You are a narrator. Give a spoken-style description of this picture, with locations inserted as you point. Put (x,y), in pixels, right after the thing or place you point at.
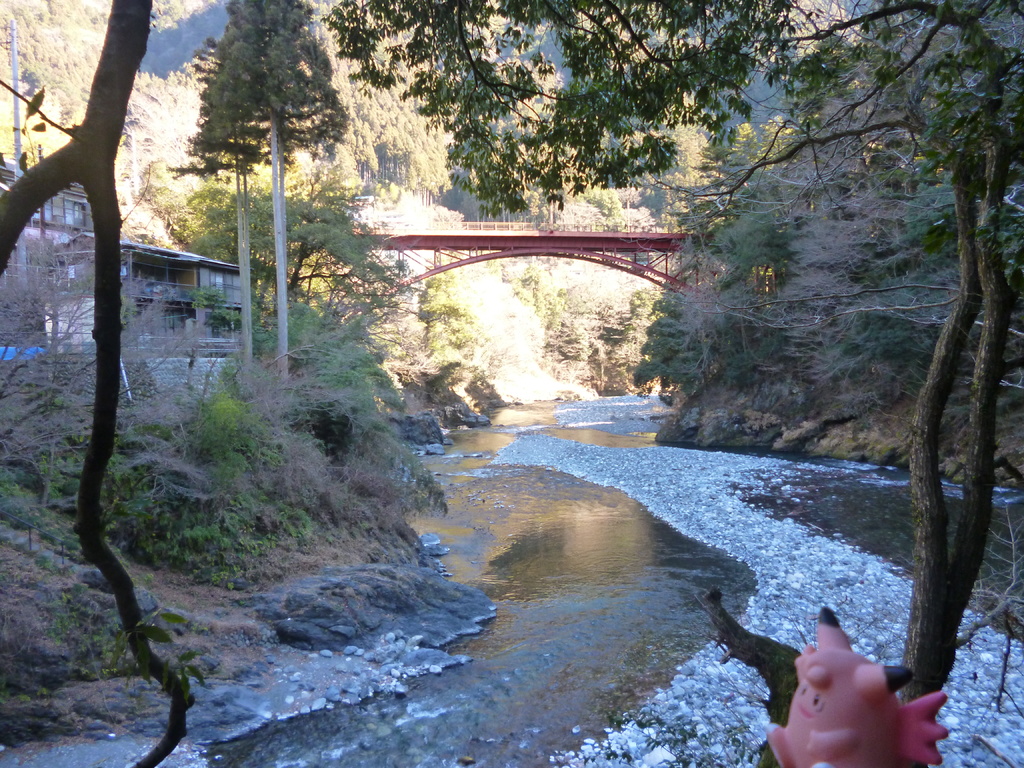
In this image we can see a toy (874,669) placed on the tree (916,686), water (519,560), rocks (733,488), buildings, trees (307,207), bridge (639,248) and the hills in the background (894,263).
